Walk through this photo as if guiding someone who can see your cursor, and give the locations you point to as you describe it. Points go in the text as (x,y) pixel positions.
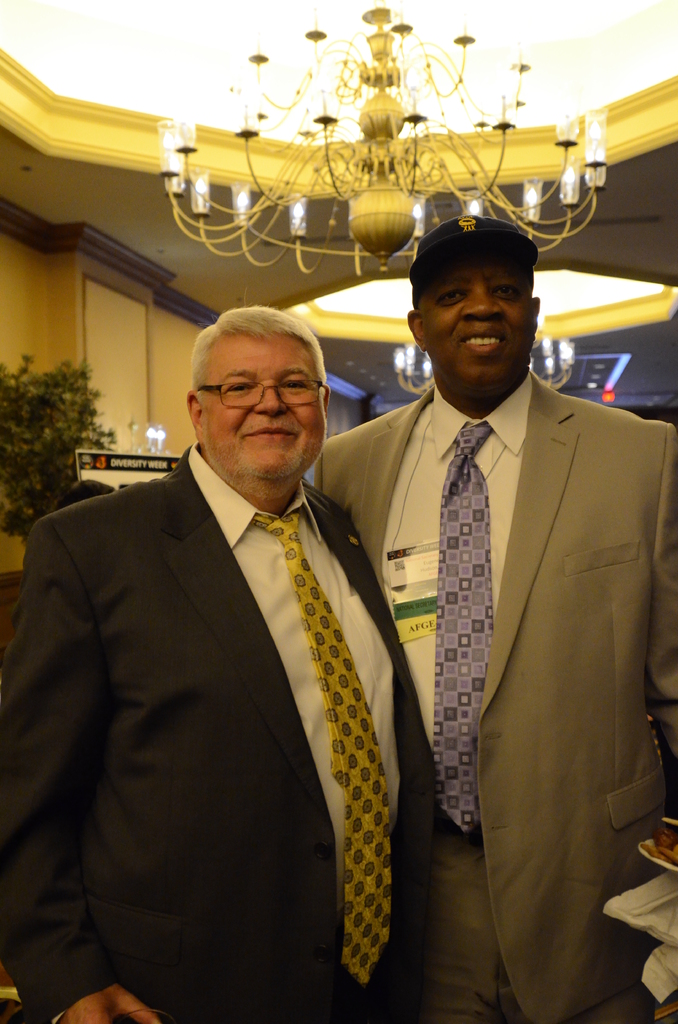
Front of the image we can see two people (499,855) are standing and smiling. Background of the image (328,118) there is a chandeliers (399,27), board (135,469), plant (85,441) and wall (93,315).
